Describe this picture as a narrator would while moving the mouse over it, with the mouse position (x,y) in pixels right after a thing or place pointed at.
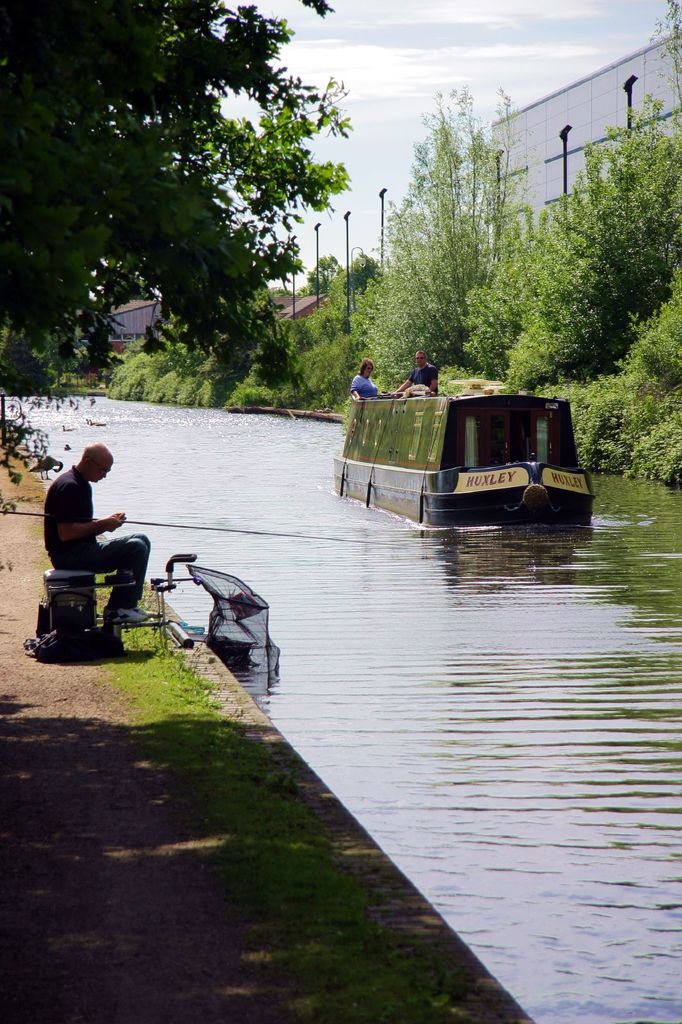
In this image I can see water (307,522) in the centre (270,467) and on it I can see a boat (356,403). I can also see two persons (416,370) on the boat (470,413) and on the both sides of the water (190,420) I can see number of trees (427,284). On the left side of the image (120,514) I can see a man (71,535) is sitting and in the front of him I can see net (256,608). In the background (569,157) I can see few buildings (127,309), number of poles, clouds (383,105) and the sky (381,154).
